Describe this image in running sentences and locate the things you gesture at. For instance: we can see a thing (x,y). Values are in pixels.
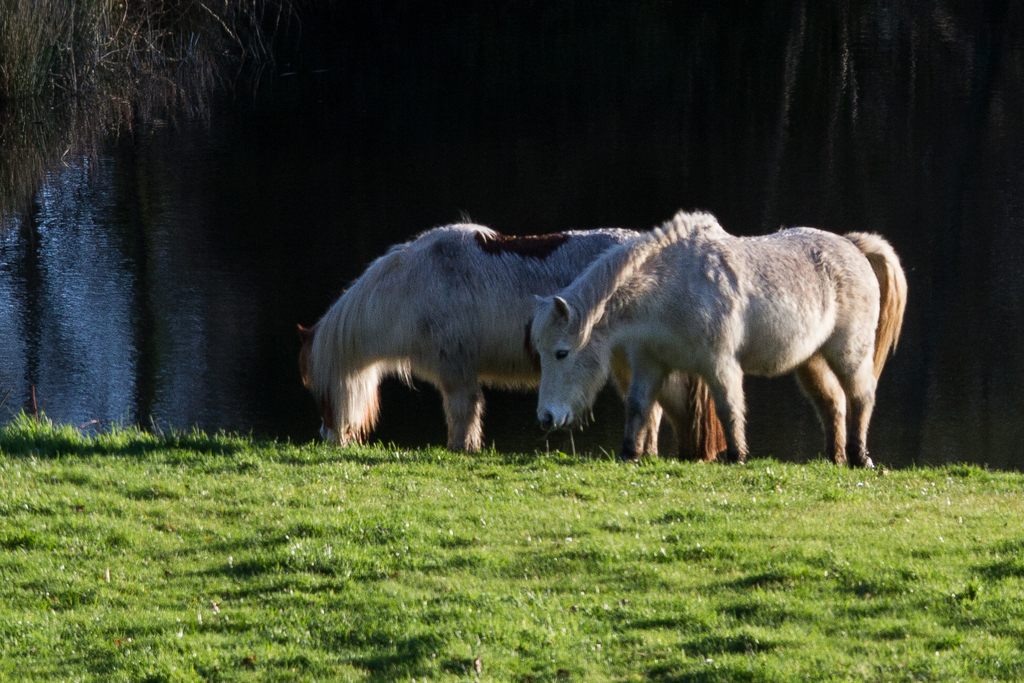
In this picture I can see couple of horses (582,364) and I can see grass (448,622) on the ground (438,529) and I can see trees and water (207,278).
